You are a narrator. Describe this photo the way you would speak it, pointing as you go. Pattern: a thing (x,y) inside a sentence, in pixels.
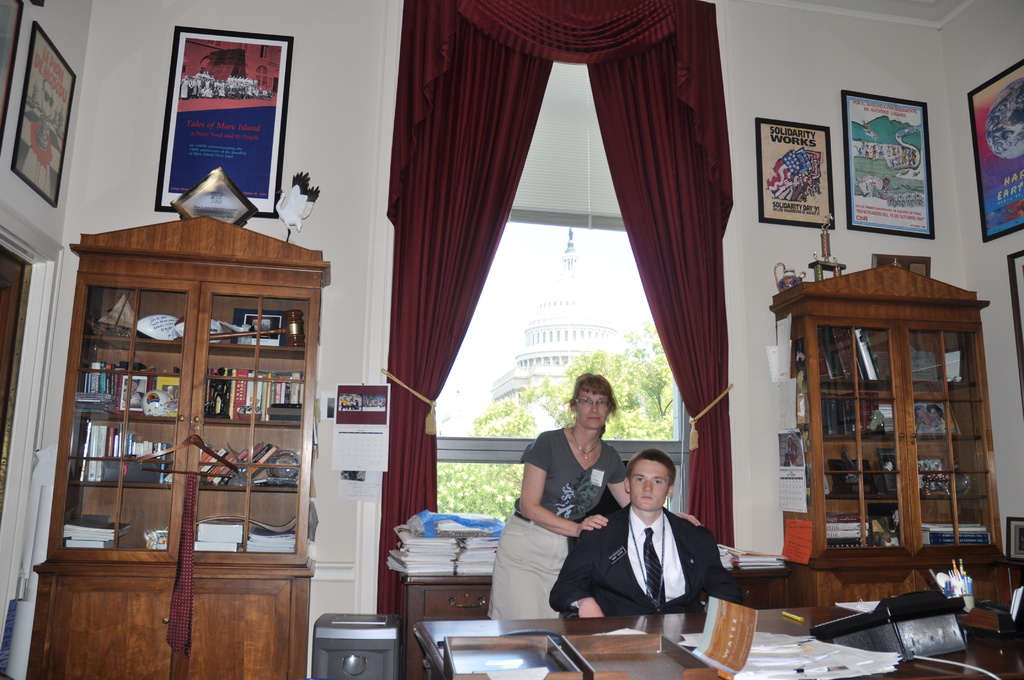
Here we can see a person (570,603) sitting on a chair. There is a woman (568,509) standing beside to this person (663,539). This is a wooden table (658,626). This is a window glass (580,320) and this is a curtain (666,308).
